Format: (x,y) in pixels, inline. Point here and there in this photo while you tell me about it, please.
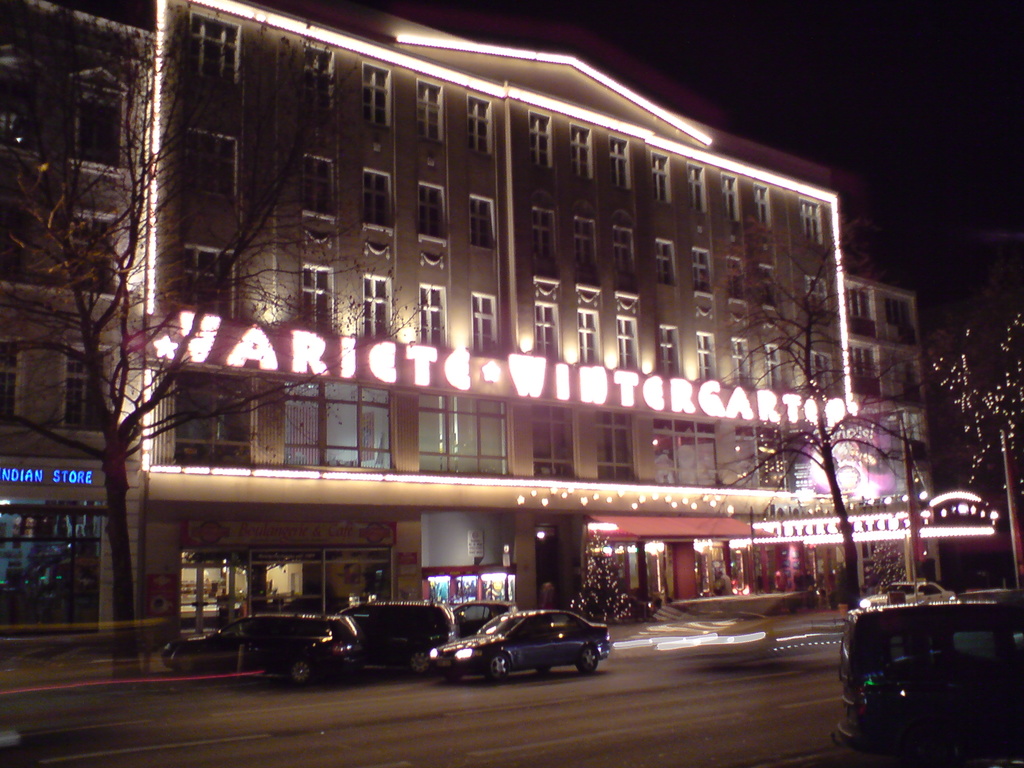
This picture is clicked outside the city. In this picture, we see the cars (501,651) moving on the road (571,726). In the middle (358,398), we see the buildings (419,436). On top of the building (356,333), we see some text (349,352). On the right side (992,357), we see the trees (964,389) which are decorated with the lights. On the left side (122,525), we see a tree (74,252) and a board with some text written on it. At the top (752,82), it is black in color. This picture is clicked in the dark.
